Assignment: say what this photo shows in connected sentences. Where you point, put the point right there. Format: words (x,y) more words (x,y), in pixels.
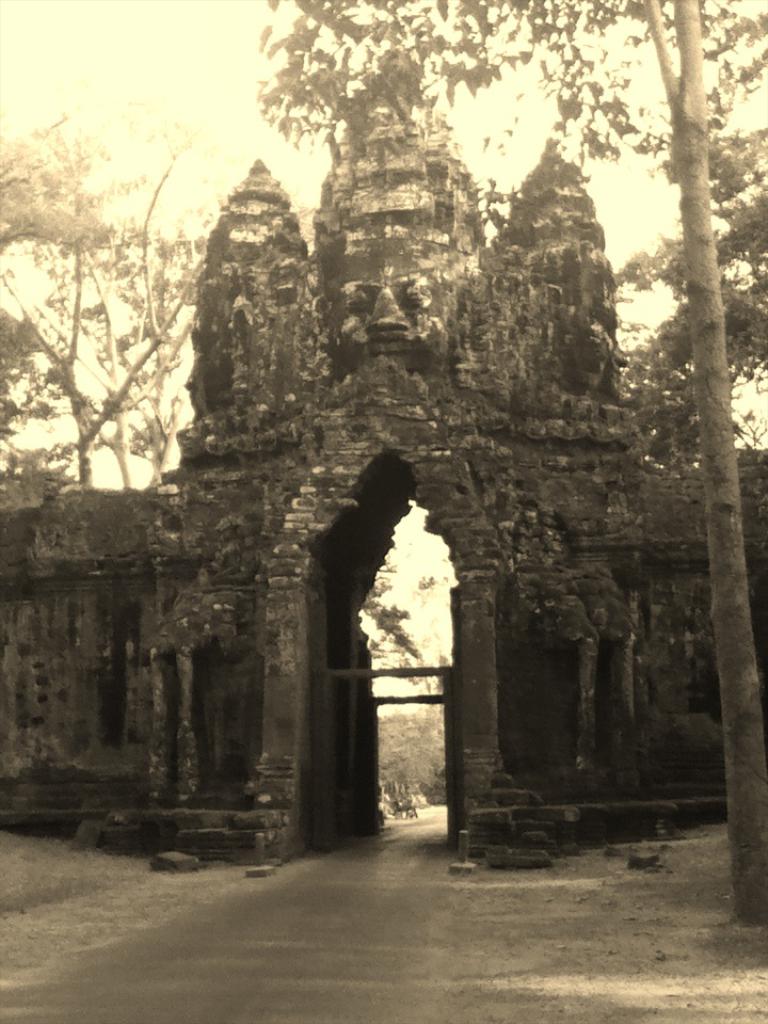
This is a black and white picture. In the center of the picture (295,449) there is a sculpture (256,558) carved out of stone (513,557). On the left (13,915) there is soil (37,908). On the right (702,146) there is a tree (738,643). In the background (158,326) there are trees (653,267).
